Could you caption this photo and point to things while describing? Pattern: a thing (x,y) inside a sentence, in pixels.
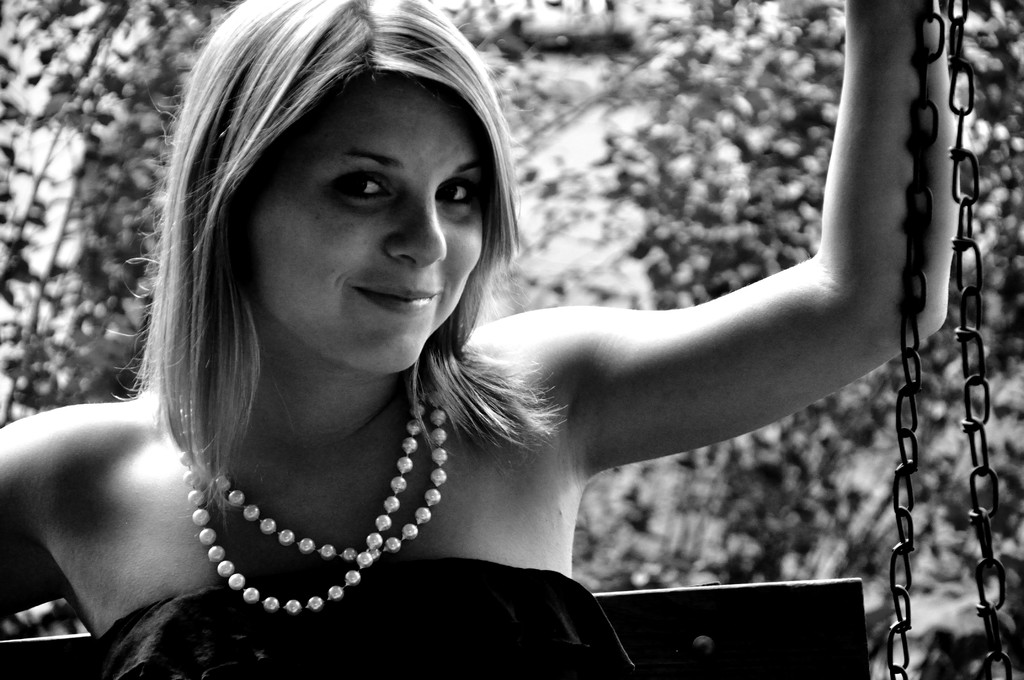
In this picture I can see a woman (803,278) holding chains (926,101), behind we can see some trees (579,184).
